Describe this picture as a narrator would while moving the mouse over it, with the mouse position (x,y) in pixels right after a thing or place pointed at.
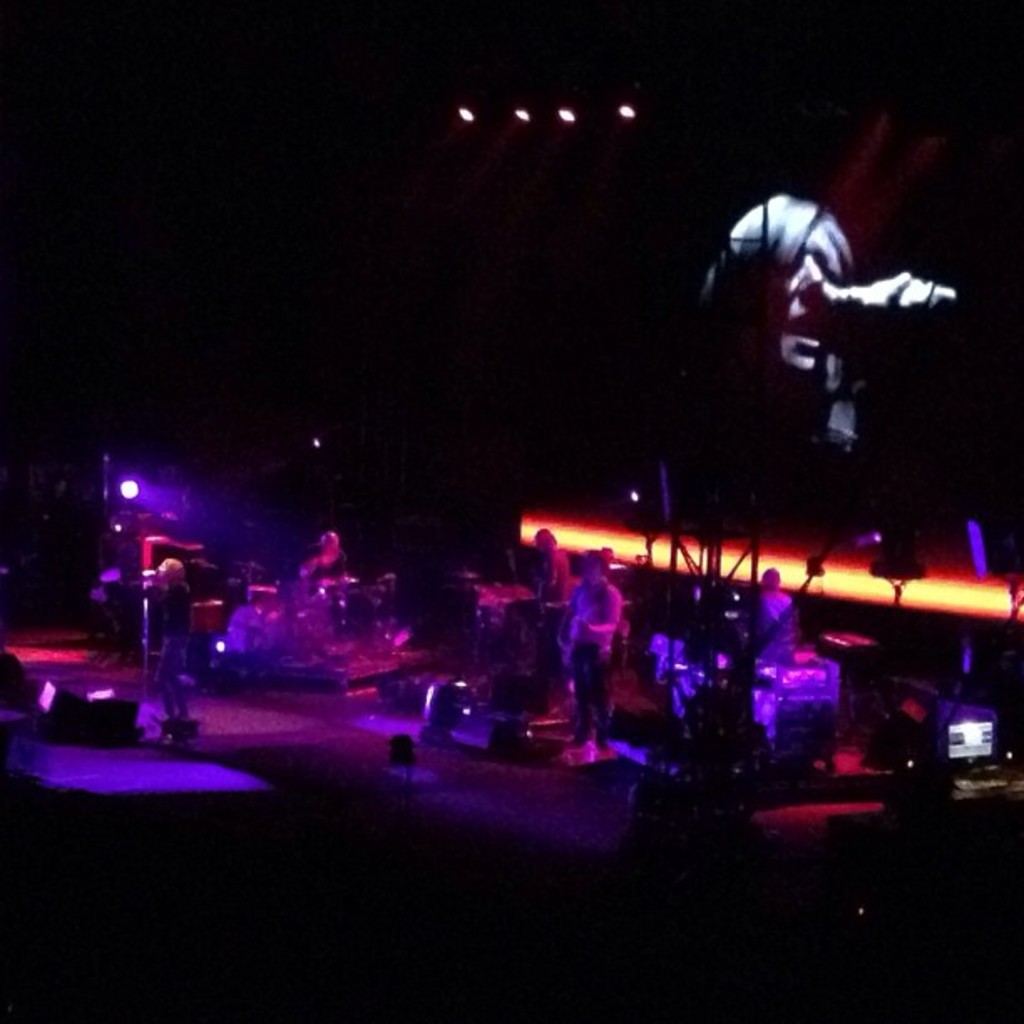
There is a stage (365,792). On the stage (509,638) there are many people (581,671). Also there are musical instruments (786,667). Also there is a screen (754,308) with persons face (773,280). Also there are lights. And the image is looking dark.
